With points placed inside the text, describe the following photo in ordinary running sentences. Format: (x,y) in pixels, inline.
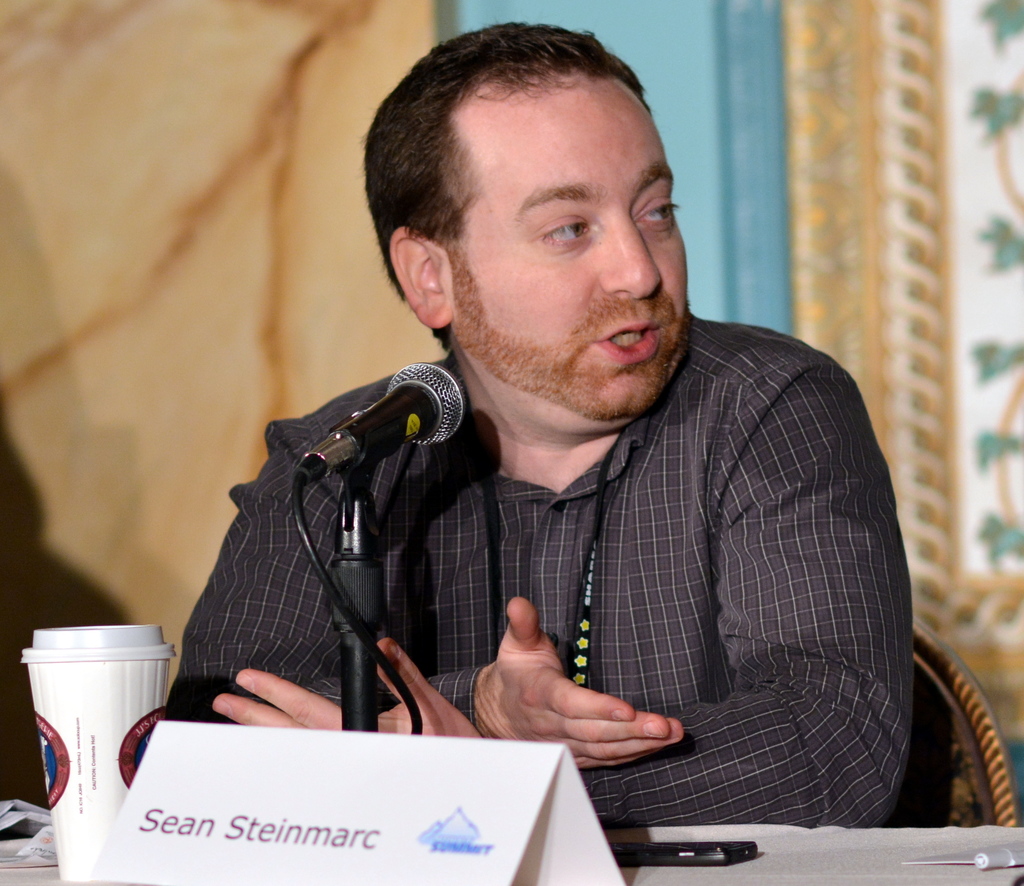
In this picture we can see a man (527,576), he is seated on the chair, in front of him we can find a microphone (388,417), cup (66,625), name board (438,862), mobile (643,853) and other things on the table (871,844).
